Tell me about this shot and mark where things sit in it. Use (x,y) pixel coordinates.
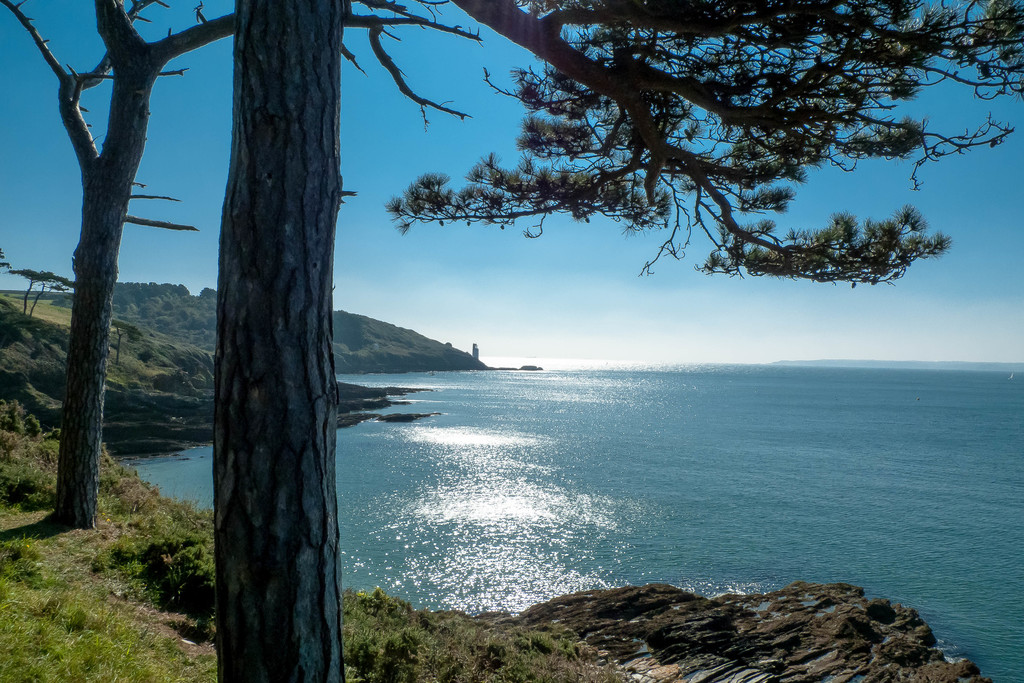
Here we can see trees (257,72), grass (108,653) and water (480,381). Sky (402,155) is in blue color.
